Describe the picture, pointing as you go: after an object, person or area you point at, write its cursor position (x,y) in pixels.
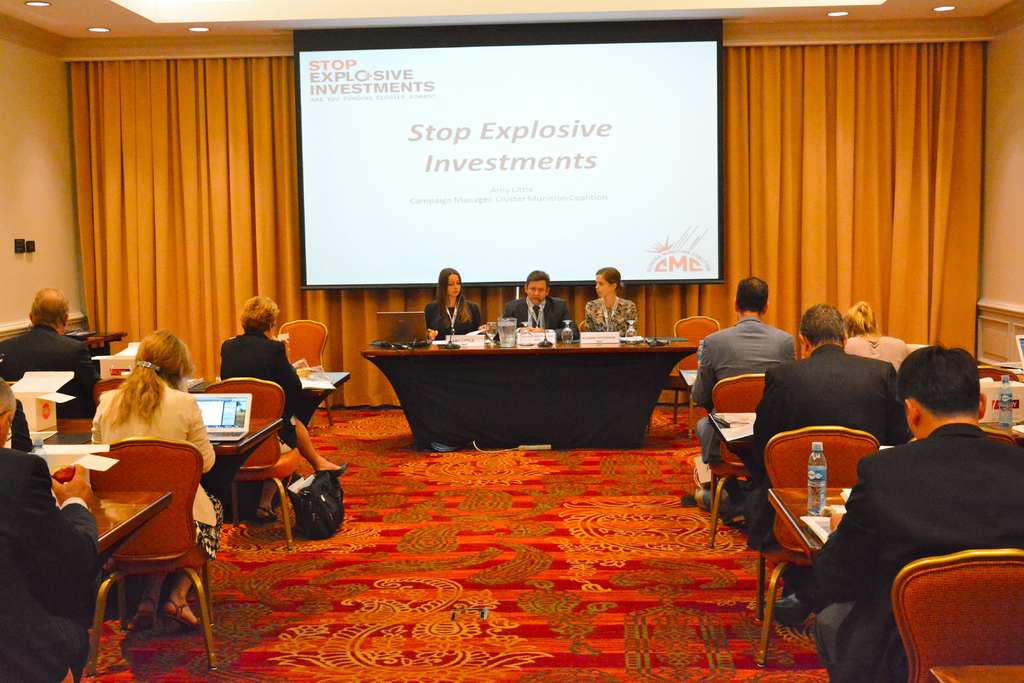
The picture is clicked inside a conference hall (449,567) where there are several people (278,376) on the brown table (147,506) with laptops (216,422) in front of them. In the center of the image (536,313) there are three people (513,313) sitting at a black table (602,357) and there is a curtain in the background (831,195).
